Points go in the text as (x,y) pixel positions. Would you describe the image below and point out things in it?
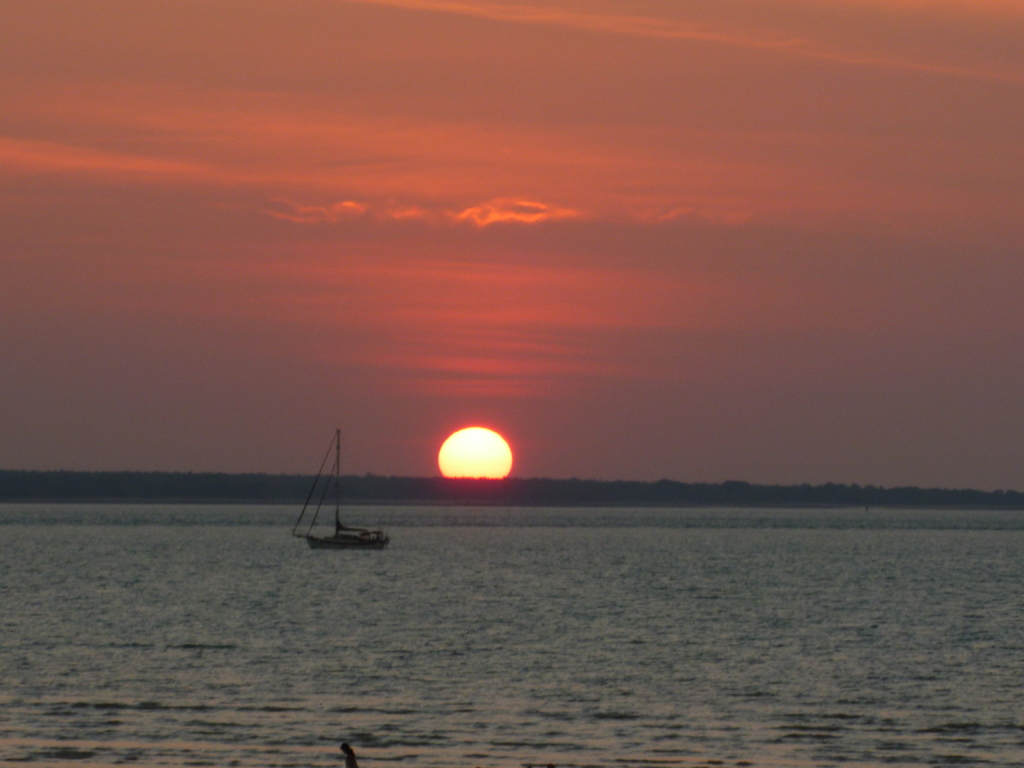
In this image I can see a boat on water (358,623), background (639,204) I can see sun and sky (526,42) is in orange color.
